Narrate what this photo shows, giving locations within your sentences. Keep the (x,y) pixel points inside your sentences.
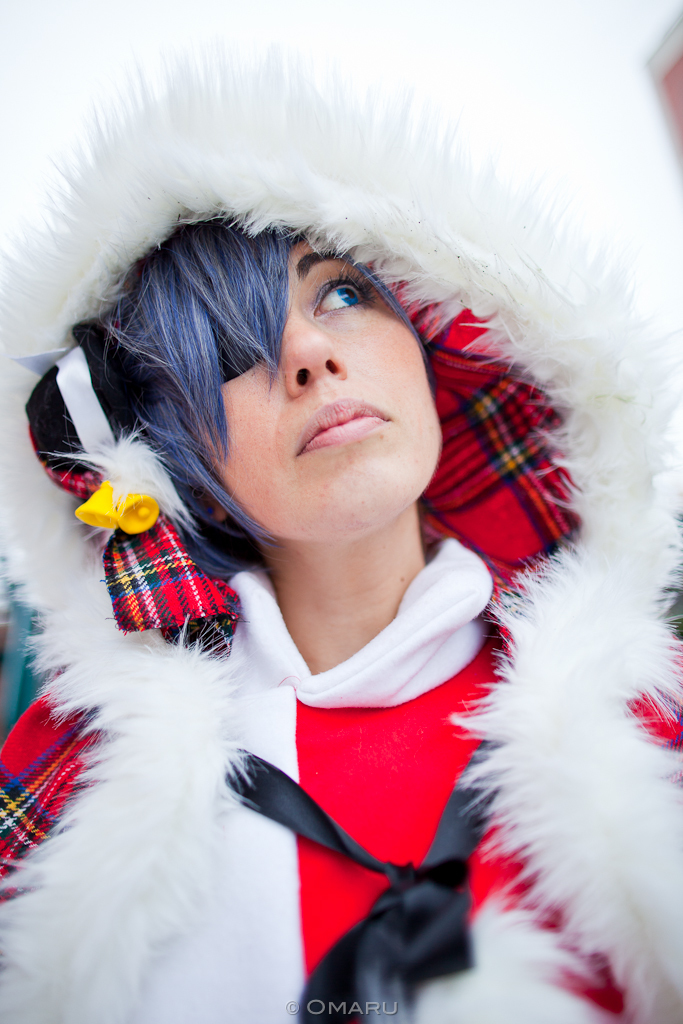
In this image there is a woman (297,707), at the bottom of the image (311,1002) there is some text (339,1002).
